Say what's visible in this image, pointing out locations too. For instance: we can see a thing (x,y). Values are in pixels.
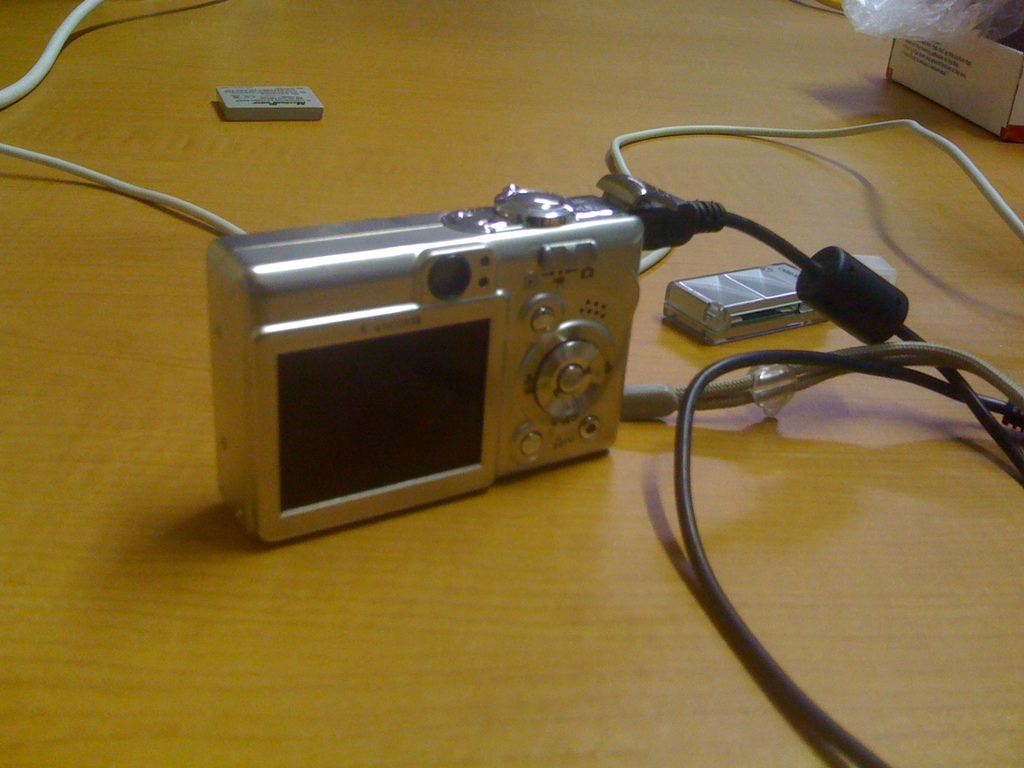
In this image we can see a camera (518,321), wires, a box (937,72) and few objects (286,111) on the table (657,155).
